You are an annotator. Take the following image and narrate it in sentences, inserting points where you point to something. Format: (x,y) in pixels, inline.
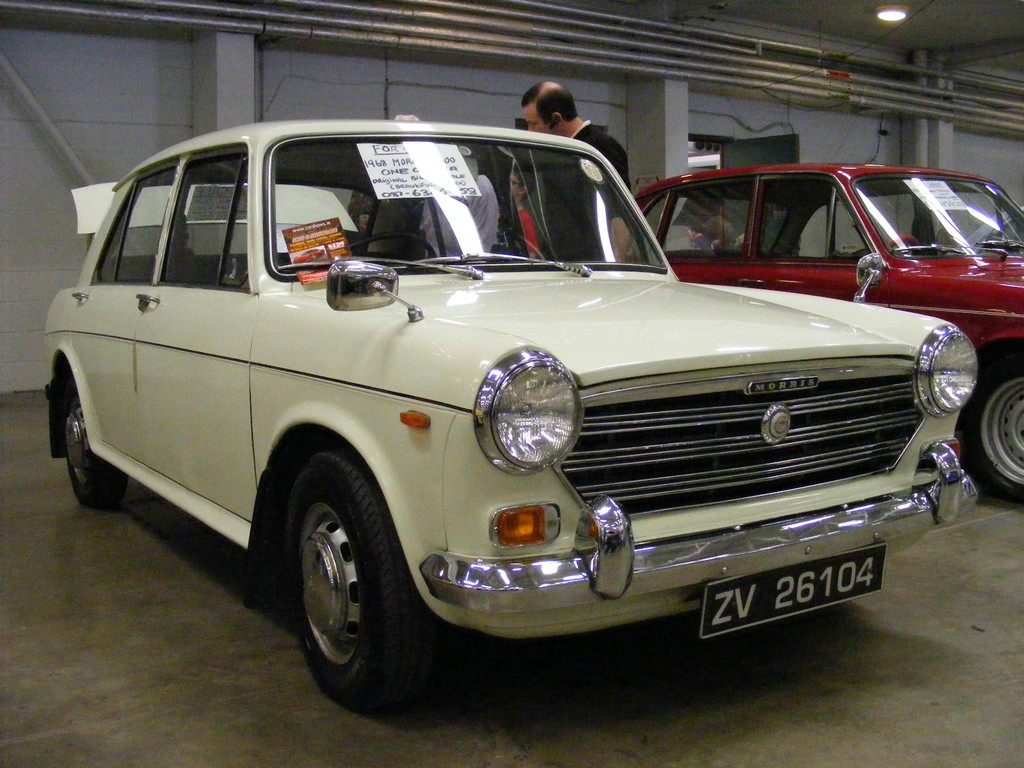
This picture consists of two vehicles (912,166) and on the left side (135,223) vehicle (468,130) back side of it I can see person (546,97) standing and beam (843,58) and light (900,16) attached to the roof (915,5) and a door (740,146) visible in the middle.
